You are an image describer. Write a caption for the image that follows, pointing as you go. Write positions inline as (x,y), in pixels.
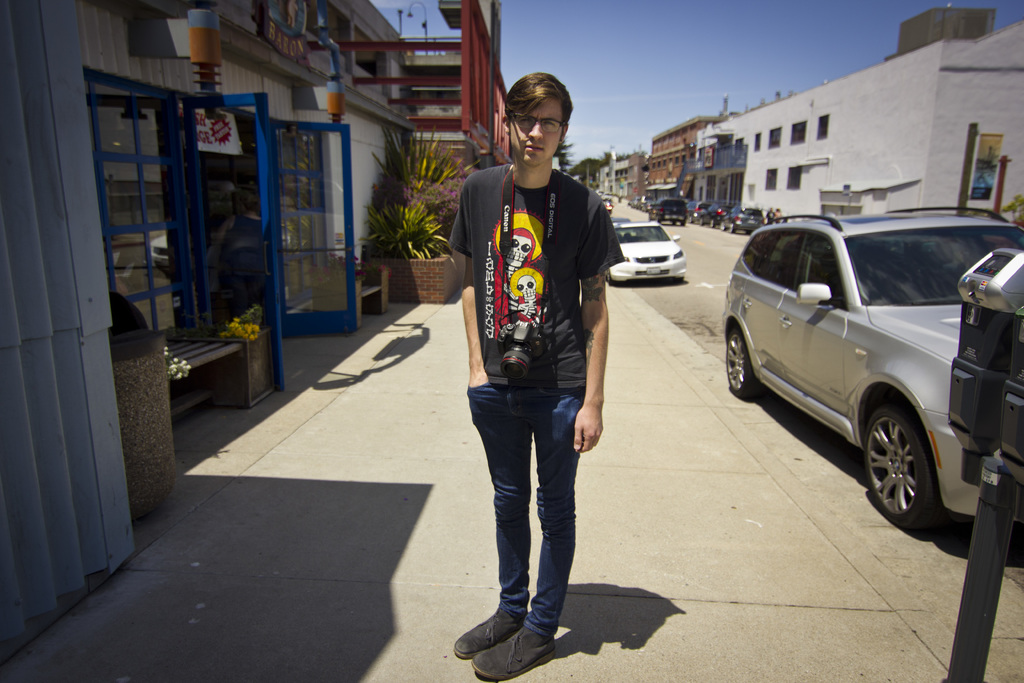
In this picture we can see a man (472,240) with a camera (534,333) standing on the footpath (414,459) in front of a building (133,257) and looking at someone. On the right side (769,356) we have vehicles (780,285) on the road (694,262).
